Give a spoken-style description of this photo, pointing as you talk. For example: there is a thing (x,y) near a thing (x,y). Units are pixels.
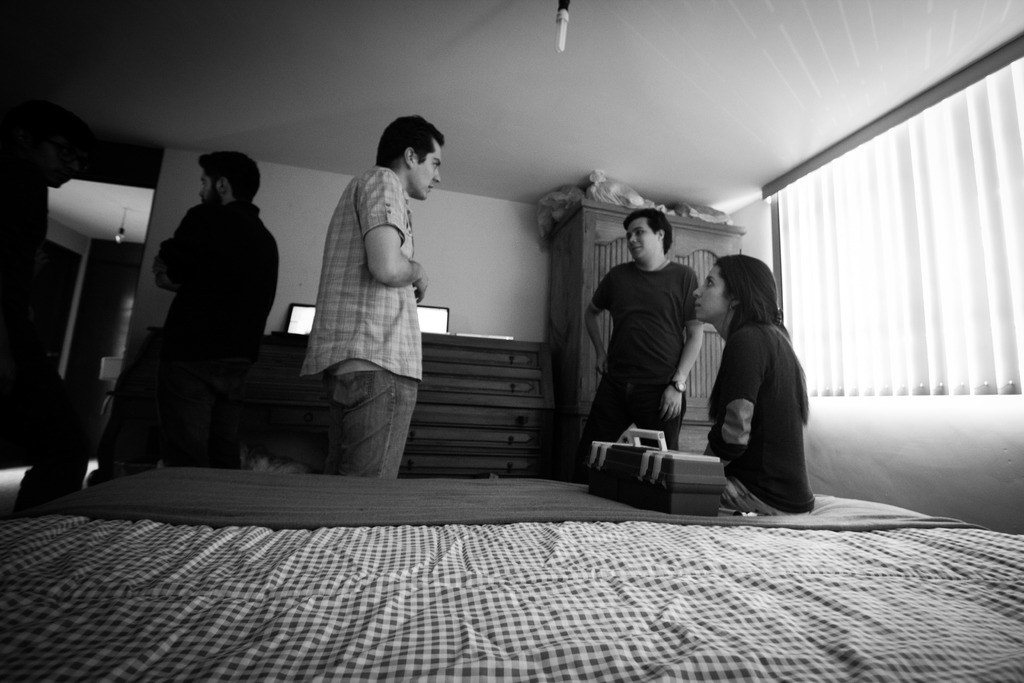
In this image I see 4 men (57,479) standing and I see a woman (712,437) who is sitting on the bed (78,529) and there is a box (710,459) beside to her. In the background (568,432) I see the wall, cupboard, window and the light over here.
